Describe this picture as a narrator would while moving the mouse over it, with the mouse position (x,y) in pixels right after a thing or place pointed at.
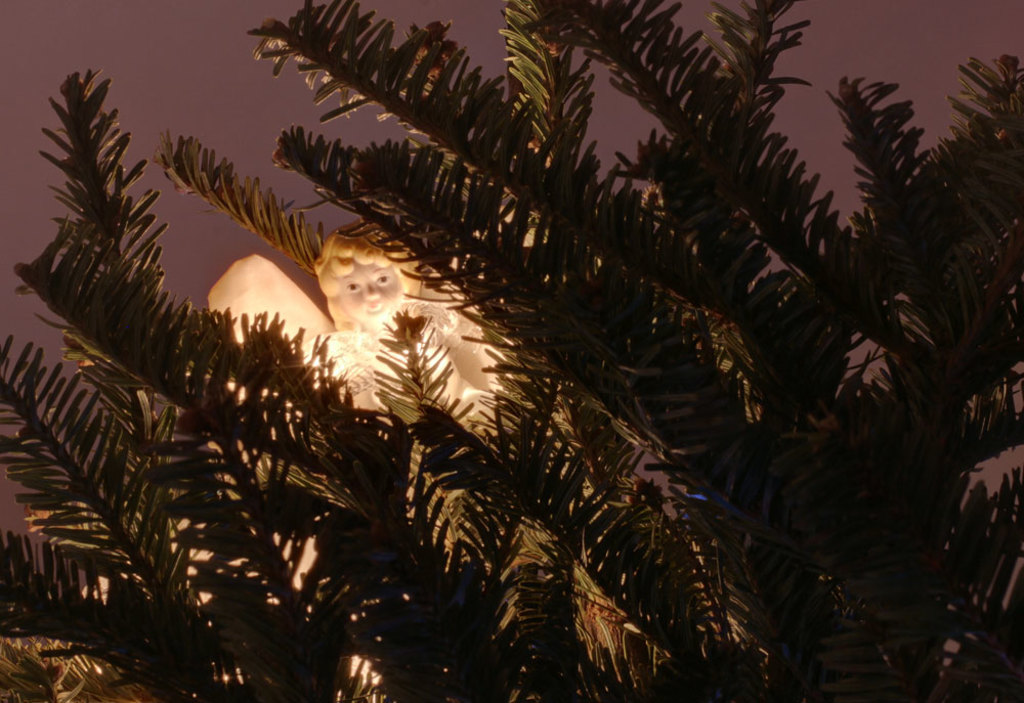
There is a statue (374,321) of a girl (263,299) with wings (233,269) in between the trees (406,379) and in the background (214,78) we can observe a sky (168,64) here.
